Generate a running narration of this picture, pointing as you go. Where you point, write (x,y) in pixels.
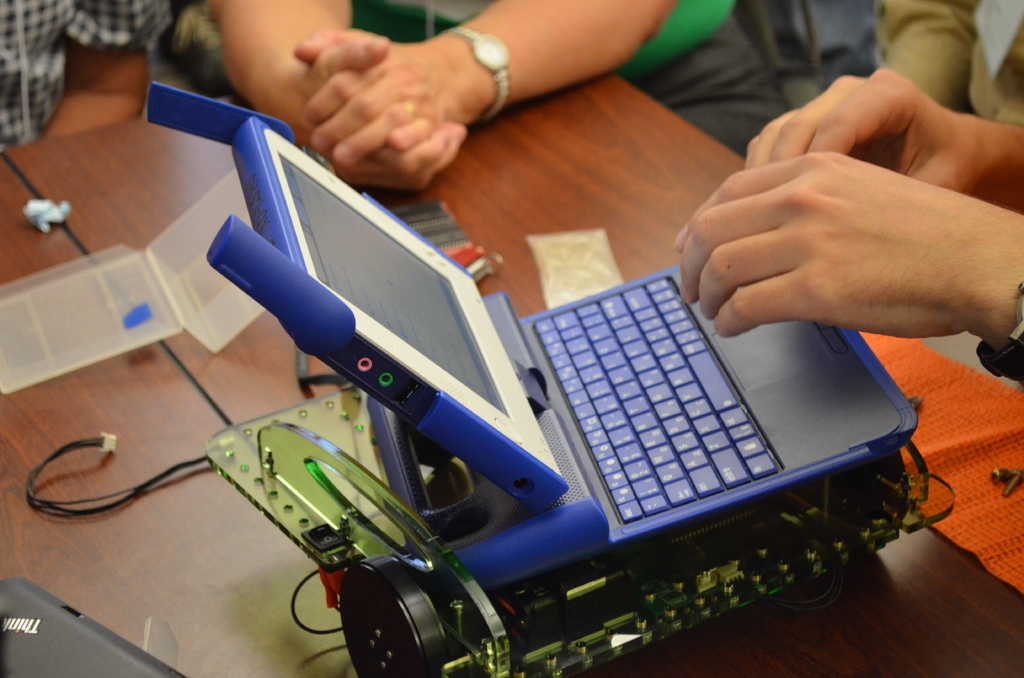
On the table (96,554) I can see the small laptop (579,502), electronic object (353,457), cables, mat (1005,511) and other objects (221,305). Beside the table (54,265) I can see many people (688,37) who are sitting on the chair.
